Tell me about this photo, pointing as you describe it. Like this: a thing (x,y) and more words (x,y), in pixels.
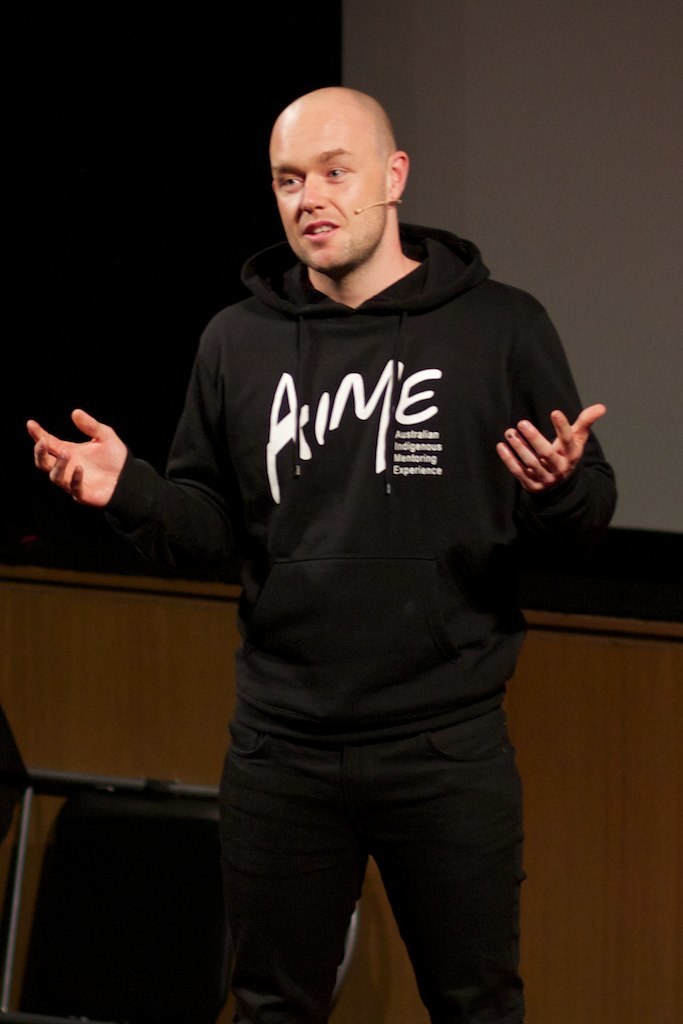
In the picture there is a man (364,750) he is wearing black dress (350,621) and he is speaking something, behind the man (582,487) there is a wall (603,626) and black surface (125,298) beside the wall (37,608).
